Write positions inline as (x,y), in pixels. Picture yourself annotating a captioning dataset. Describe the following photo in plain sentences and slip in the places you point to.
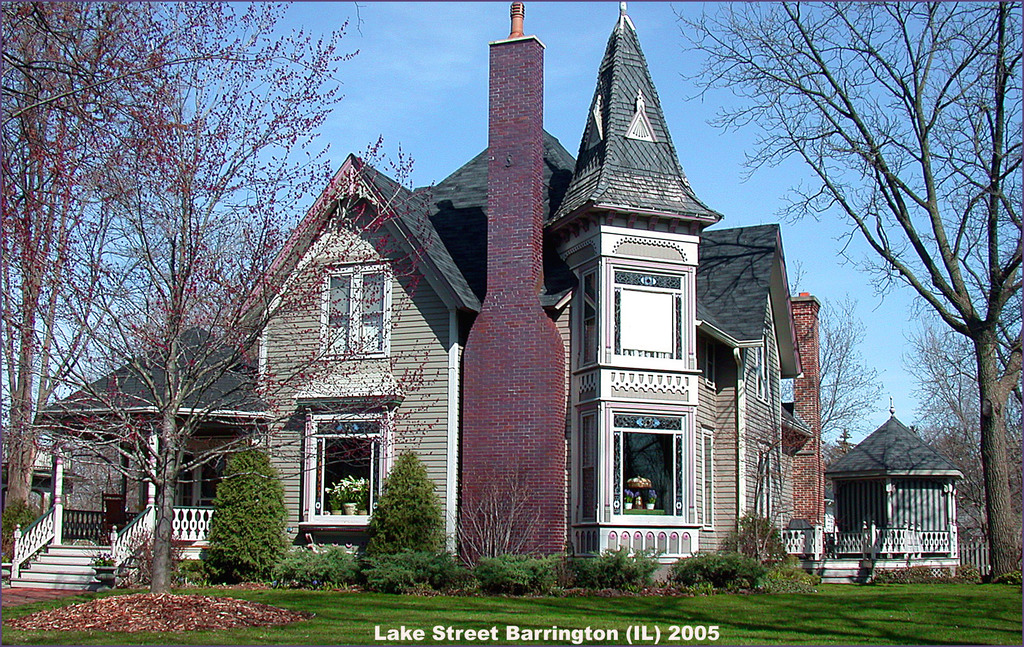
In this image, we can see some buildings (794,357) and there are some trees (20,310), we can see some plants (402,577) and there is green grass (742,628) on the ground (825,636), we can see the stairs (85,567) and railing (53,520), at the top (444,46) there is a blue sky (472,107).
